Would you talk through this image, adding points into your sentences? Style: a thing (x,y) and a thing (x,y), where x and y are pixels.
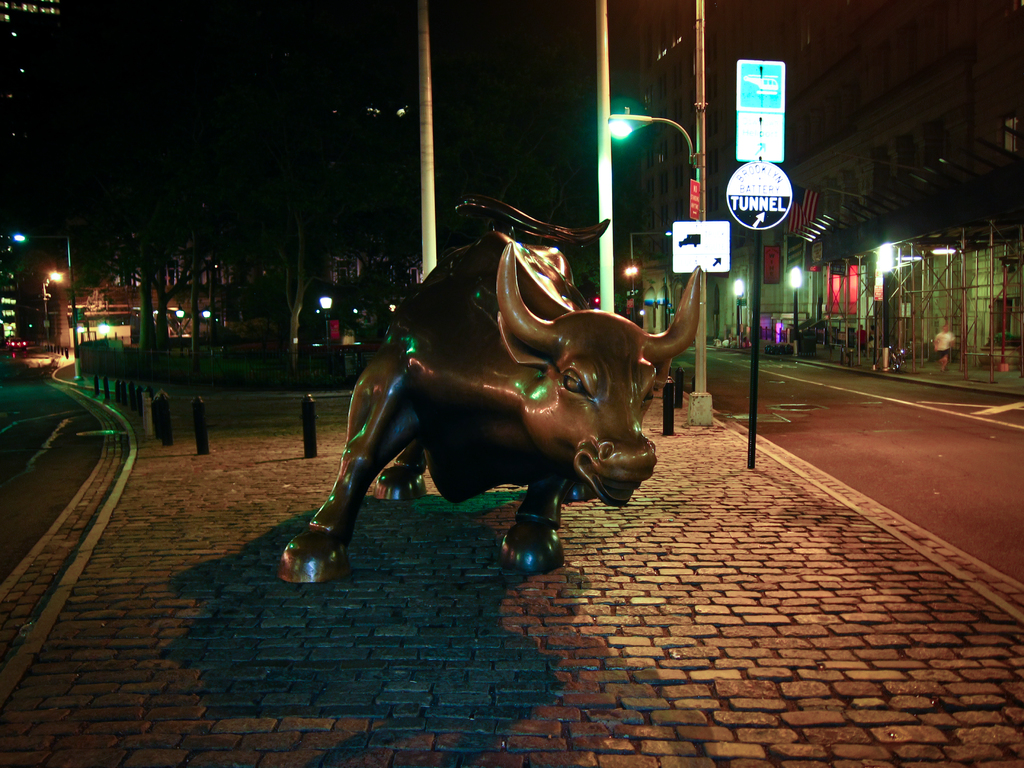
We can see sculpture of a bull (558,528) on the surface (620,605) and poles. We can see boards (683,258) and lights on poles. In the background (979,288) we can see buildings (920,225), person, people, poles (668,119), lights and trees (529,125).
